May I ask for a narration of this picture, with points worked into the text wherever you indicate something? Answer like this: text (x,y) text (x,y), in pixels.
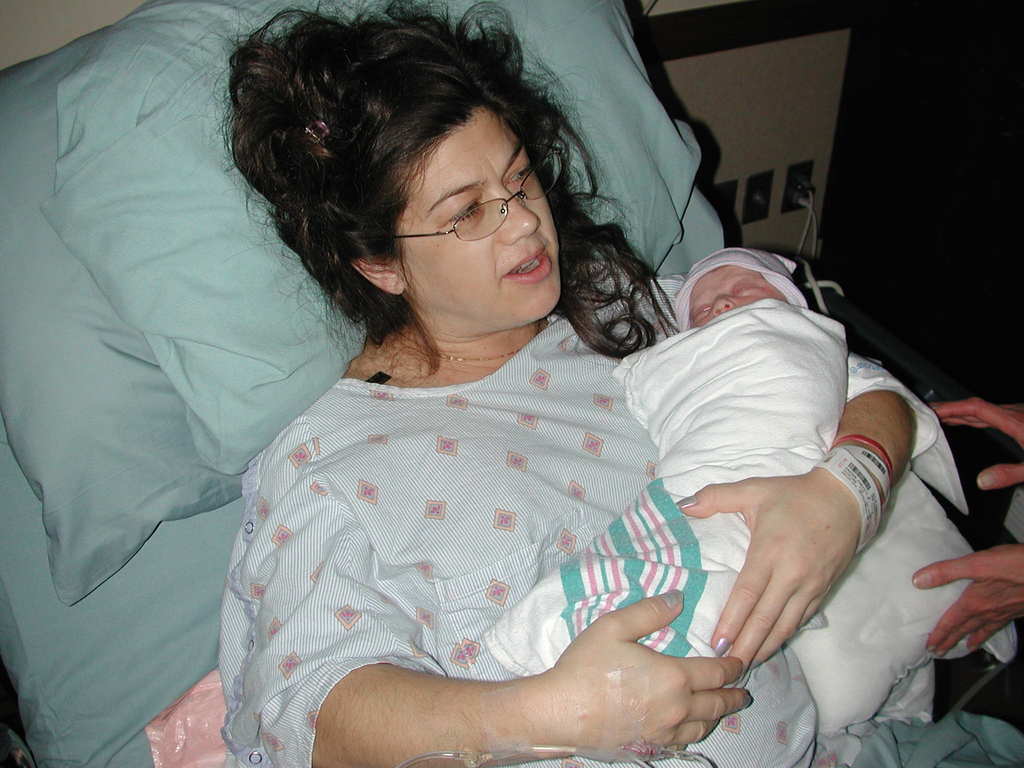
There is a woman (747,571) on the bed (878,738) and there is a baby (760,455) in her hands (772,492) and there's another person (989,614) in the right corner (997,597).
